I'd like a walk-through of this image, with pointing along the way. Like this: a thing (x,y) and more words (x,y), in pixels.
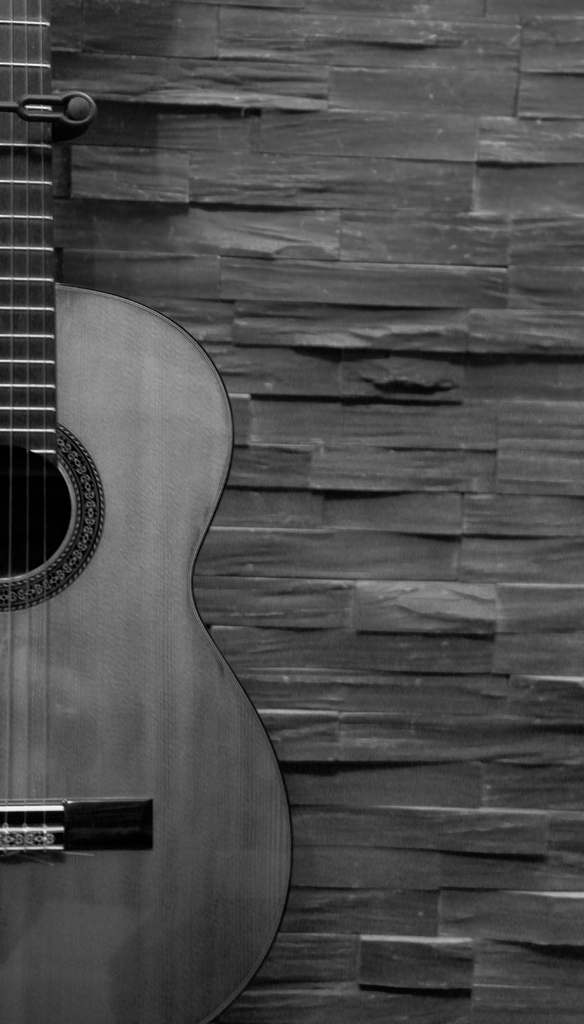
Here we can see a guitar (115,464) placed towards the wall (251,537) and here we can see a wall (553,792) with a different design (469,594).
